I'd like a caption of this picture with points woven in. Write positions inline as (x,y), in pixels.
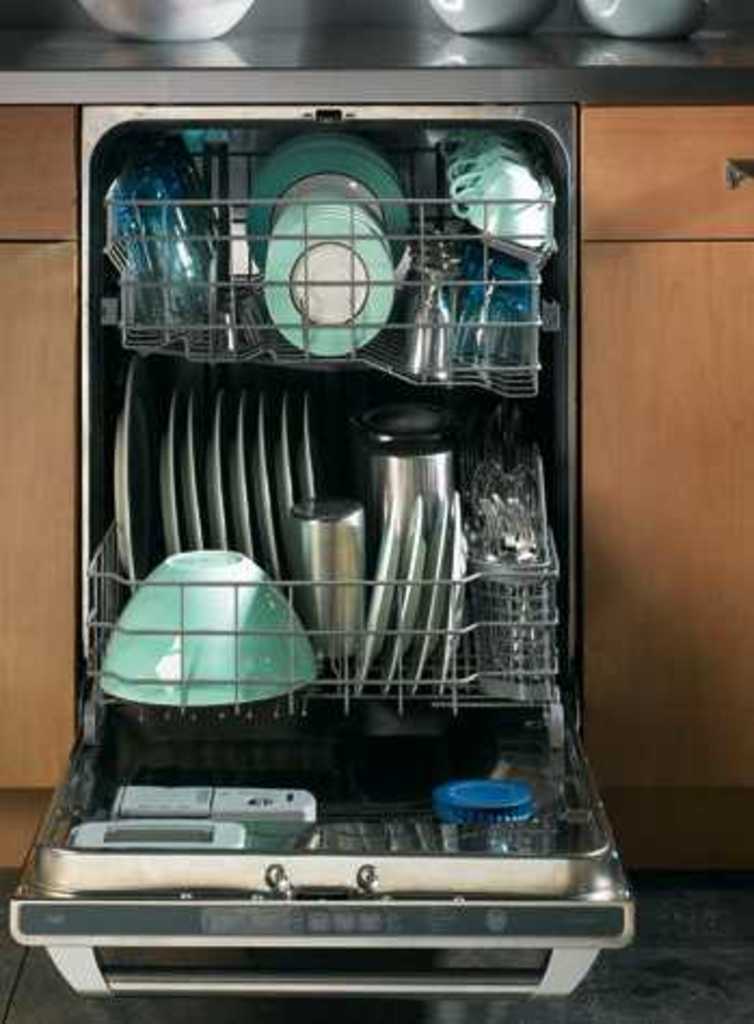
This image consists of a stand (249,756) in which there are utensils (259,482). On the left (27,500) and right, there are cupboards (700,545). At the top (624,24), we can see the bowls (612,20) on the desk (138,73).
